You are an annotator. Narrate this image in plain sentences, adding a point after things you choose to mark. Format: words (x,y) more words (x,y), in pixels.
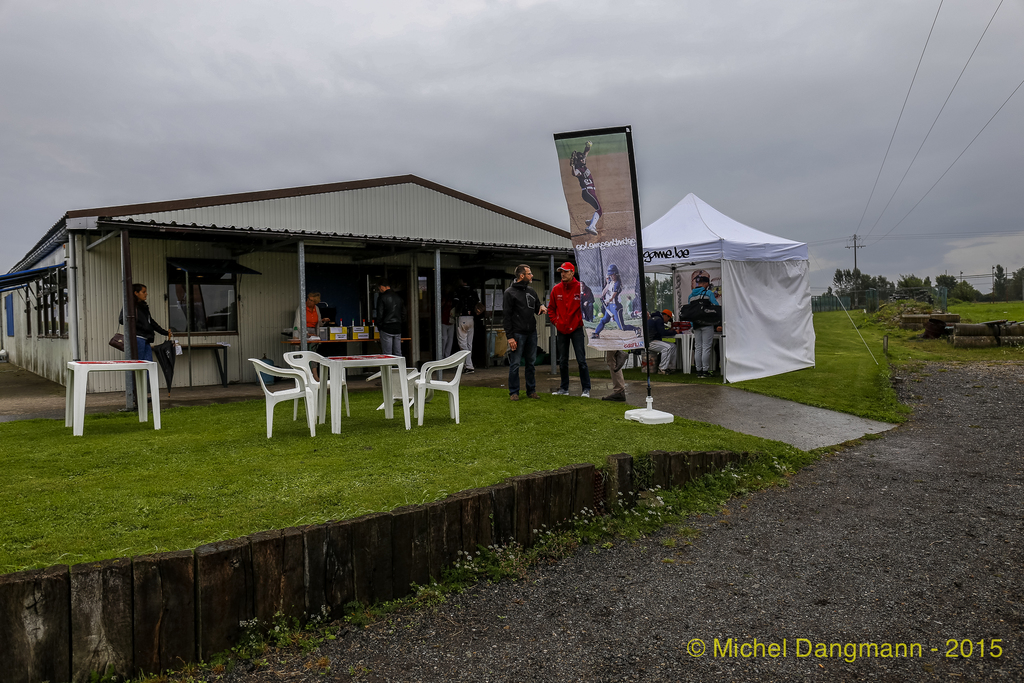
This picture shows a building (295,299) in front of which some people (529,319) was standing and there is a flex (594,243) here. Behind the flex (593,299) there is a tent (718,273). There are some chairs (420,385) and table (72,364) on the grass (249,454). We can observe a road (840,534) and some wires (877,218) here. In the background (796,131) there is a sky (290,86) with full of Clouds (773,124) covered.
